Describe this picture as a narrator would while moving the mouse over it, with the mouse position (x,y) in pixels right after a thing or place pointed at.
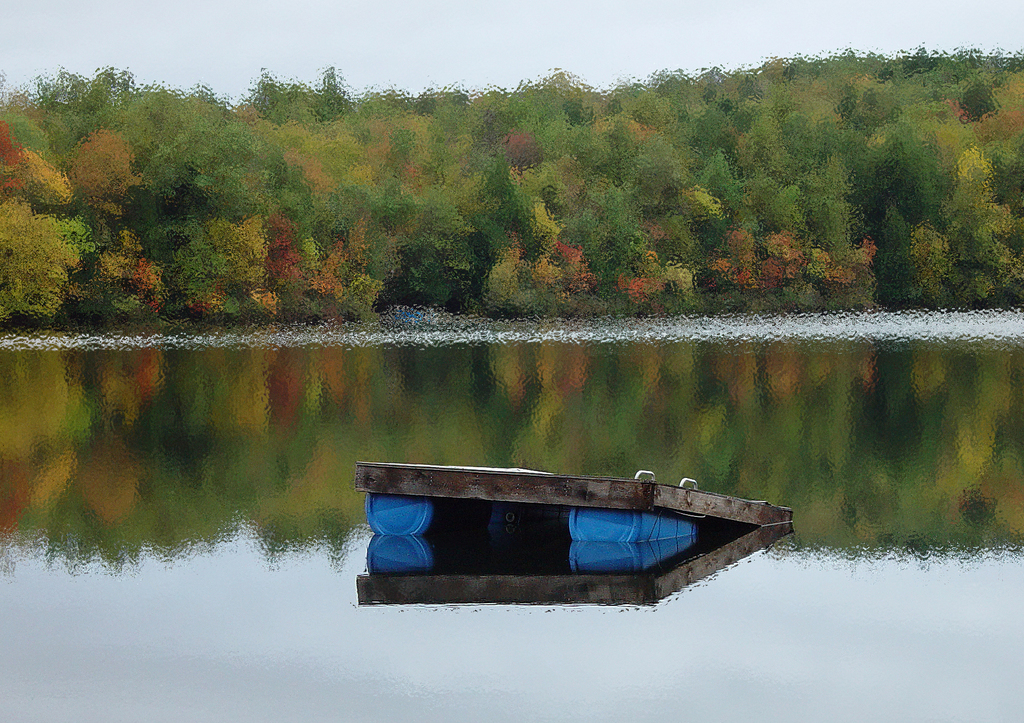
In this image, we can see a barrel raft (611,522) in the water (805,429). There are some trees (732,162) in the middle of the image (485,260). There is a sky (426,33) at the top of the image (586,46).
